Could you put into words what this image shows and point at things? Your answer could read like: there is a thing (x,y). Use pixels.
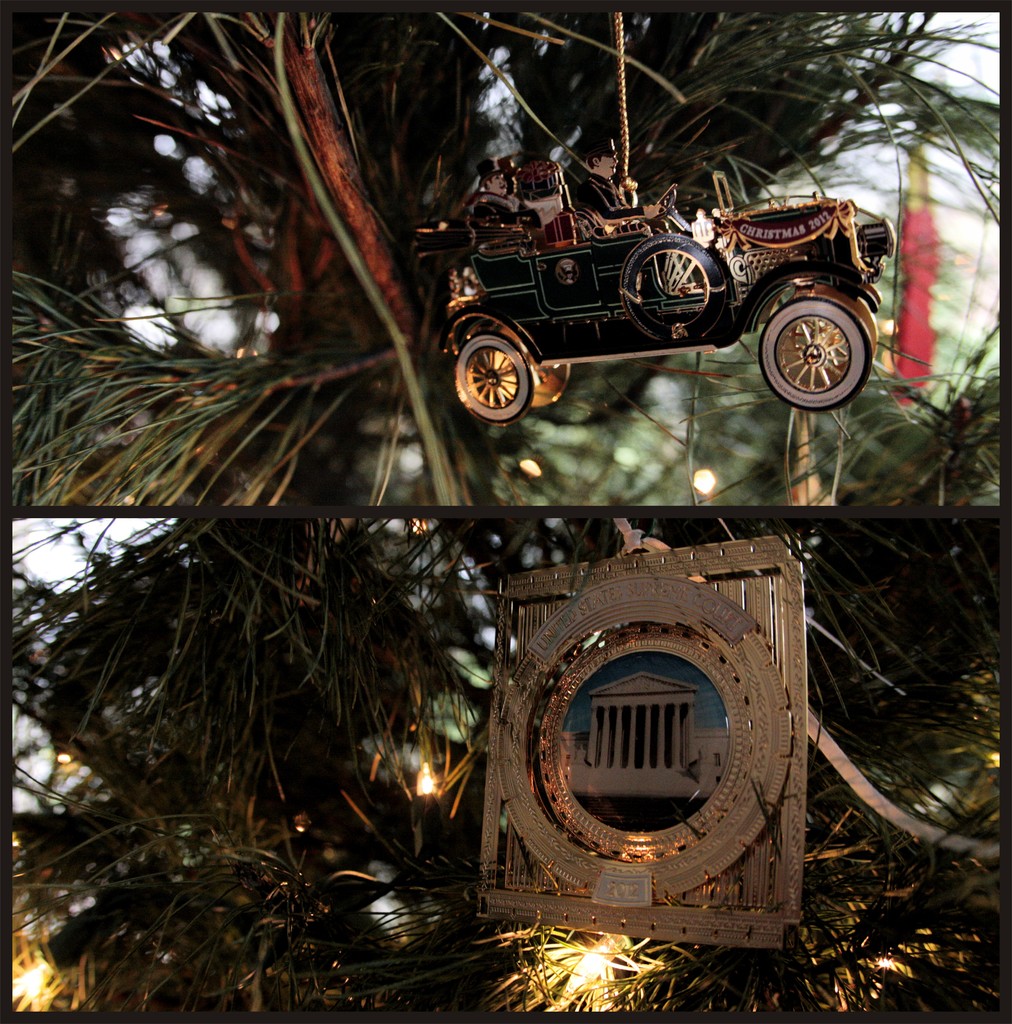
This is a collage picture. Here we can see a toy vehicle (786,360), frame (724,781), lights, trees (462,492), and sky (90,523).
